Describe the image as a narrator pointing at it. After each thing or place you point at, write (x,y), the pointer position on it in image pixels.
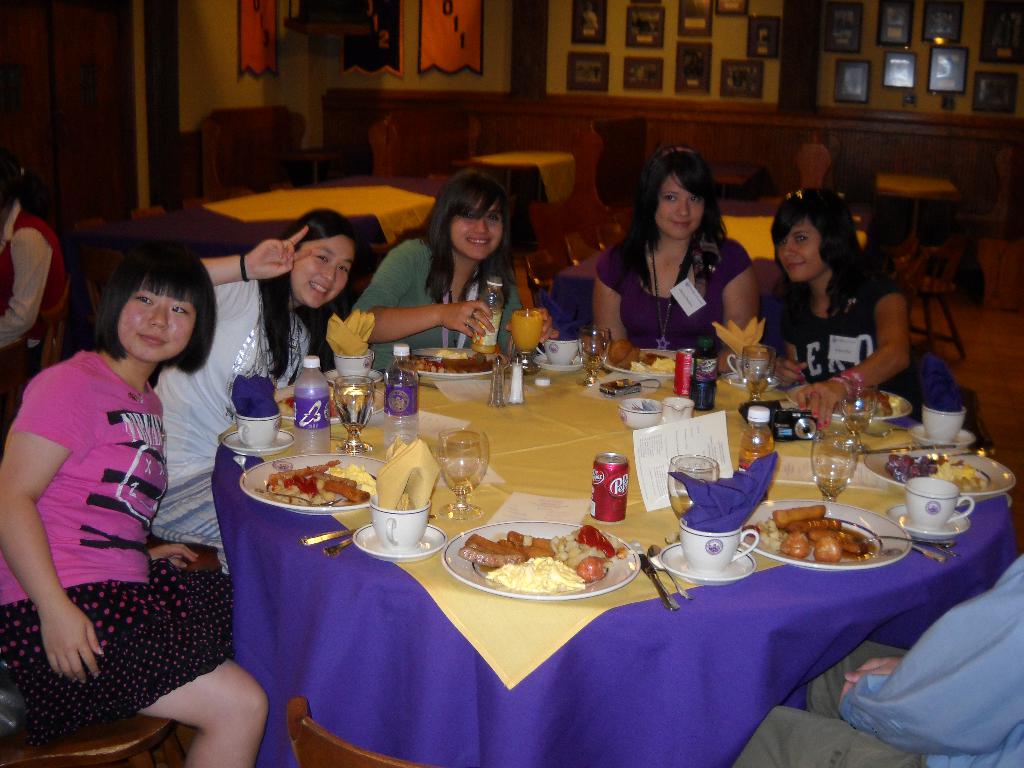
In the picture we can see a five women (679,319) sitting in chairs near the table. They are having the food (512,560). On the table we can see a blue cloth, with plates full of food (520,543), knife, spoons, cup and saucers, tins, papers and water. In the background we can find a wall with photo frames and some paintings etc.
